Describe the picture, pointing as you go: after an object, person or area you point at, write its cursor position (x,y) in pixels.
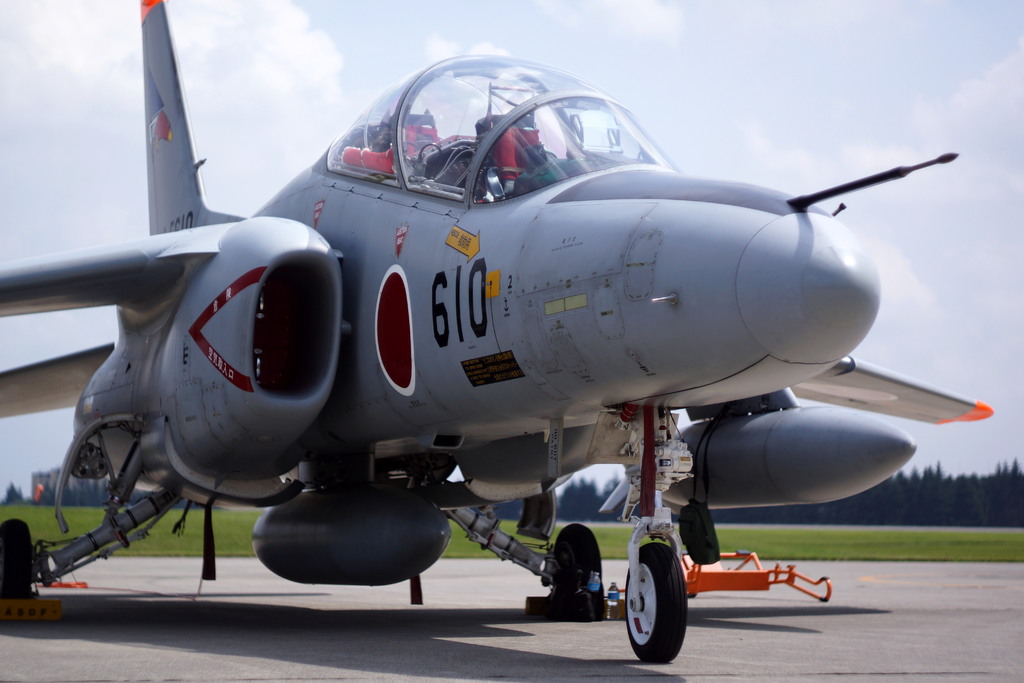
There is an aircraft (461,294) in the foreground (323,367), there is an object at the bottom side (718,568) and there are trees (921,514), grassland (894,539) and sky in the background area (882,489).
